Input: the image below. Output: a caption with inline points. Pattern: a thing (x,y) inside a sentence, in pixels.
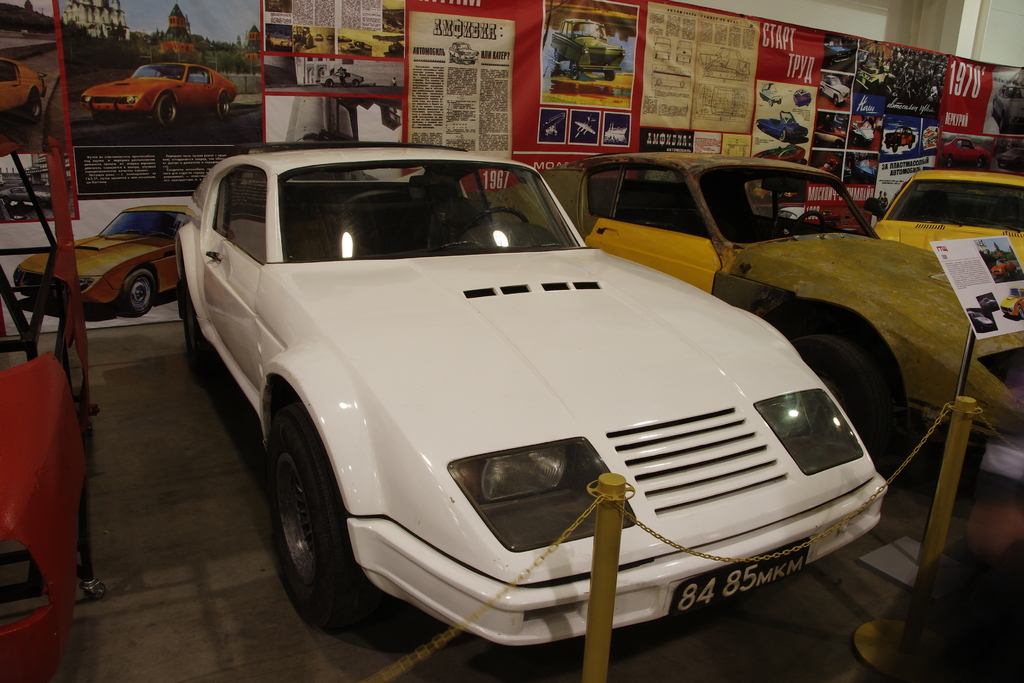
In this image we can see motor vehicles (632,359) on the floor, iron poles (596,630), chain (622,507) and advertisements (351,106) in the background (140,100).
